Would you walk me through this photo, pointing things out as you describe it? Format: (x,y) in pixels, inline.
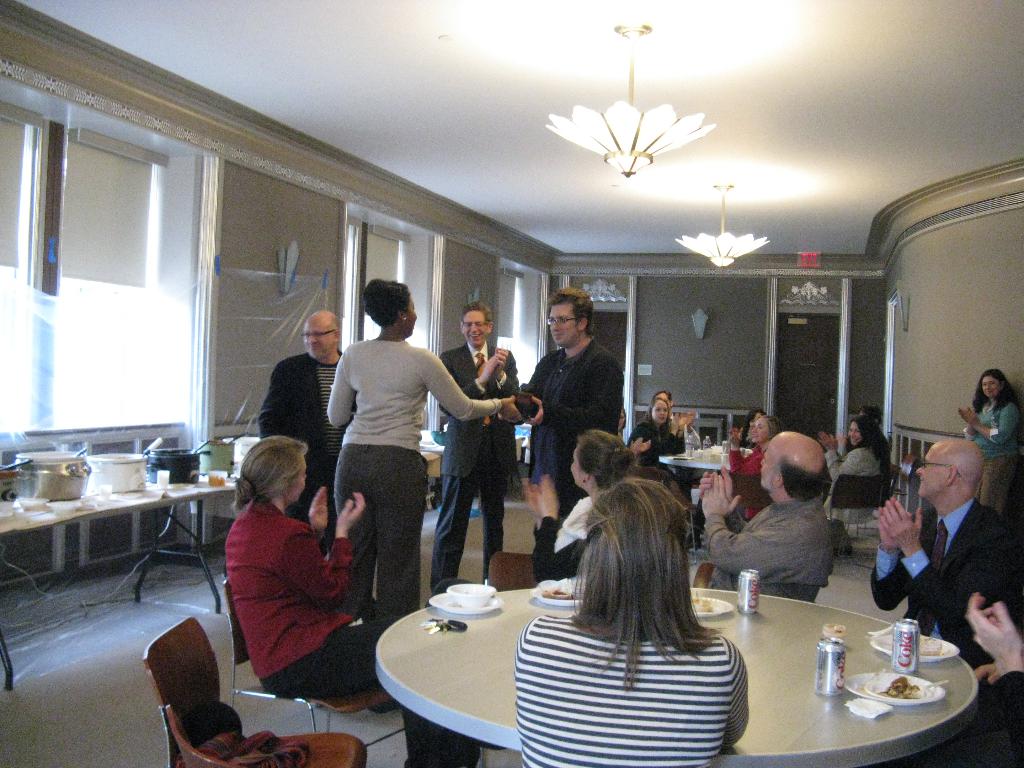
As we can see in the image there are lights (663,147), wall (335,235), table (73,509). On table (390,682) there are bowls (61,506) and few people (345,451) sitting and standing.
